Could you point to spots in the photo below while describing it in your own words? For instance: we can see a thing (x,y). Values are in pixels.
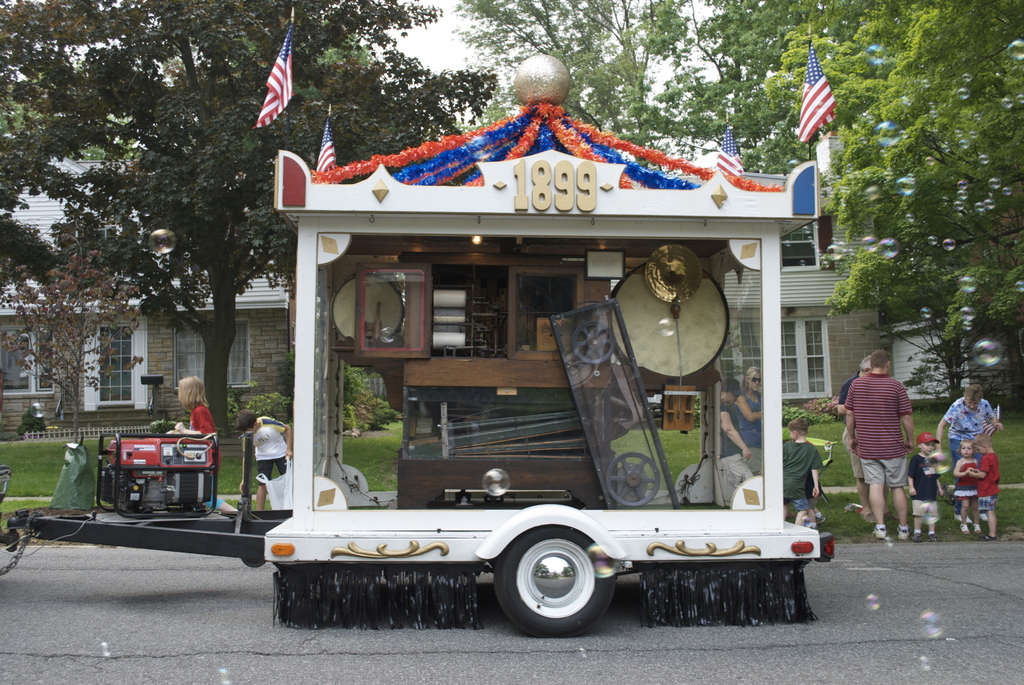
In this image in the center (676,297) there is one vehicle (294,525), in the vehicle (320,323) there are drums (688,340), wooden boards (426,358) and some other objects (465,429). On the vehicle (536,219) there is a text (546,187) and some flags (322,147), and decorations (581,132). On the left side (194,512) there is an engine (190,491) of a vehicle (75,536), on the right side (848,414) there are some persons (879,461) and some children (920,481) are standing. At the bottom (842,579) there is road (828,569), and in the background (825,173) there are buildings (146,332) and trees (598,105).
